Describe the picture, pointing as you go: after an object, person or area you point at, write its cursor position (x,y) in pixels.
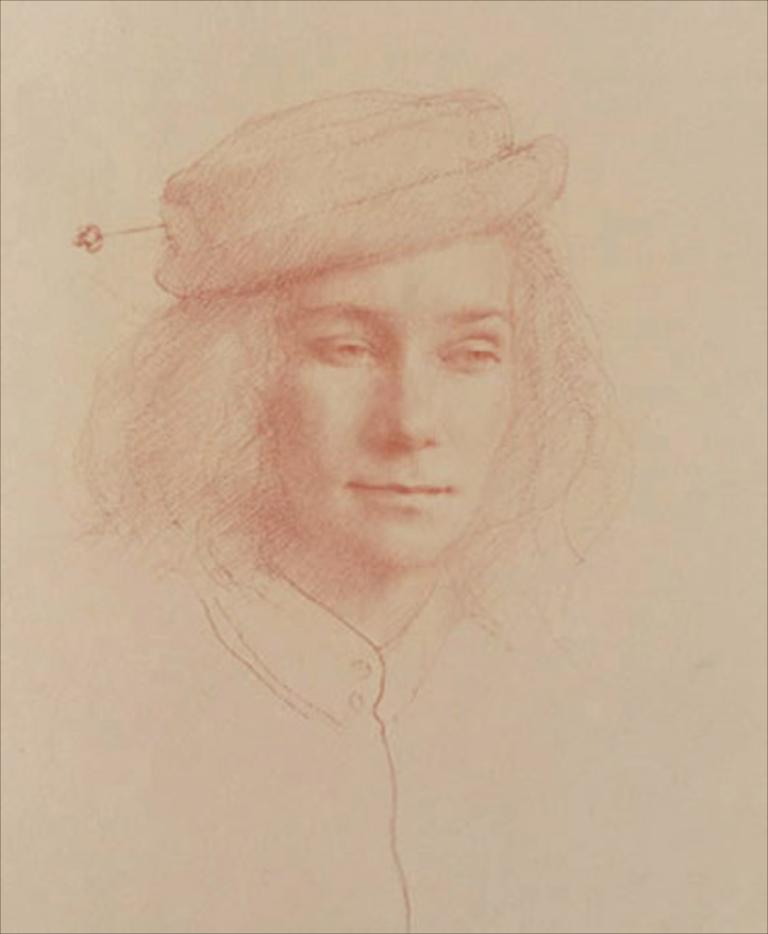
In this picture we can see a sketch (363,367) of a person (403,434) on a paper (694,489).
